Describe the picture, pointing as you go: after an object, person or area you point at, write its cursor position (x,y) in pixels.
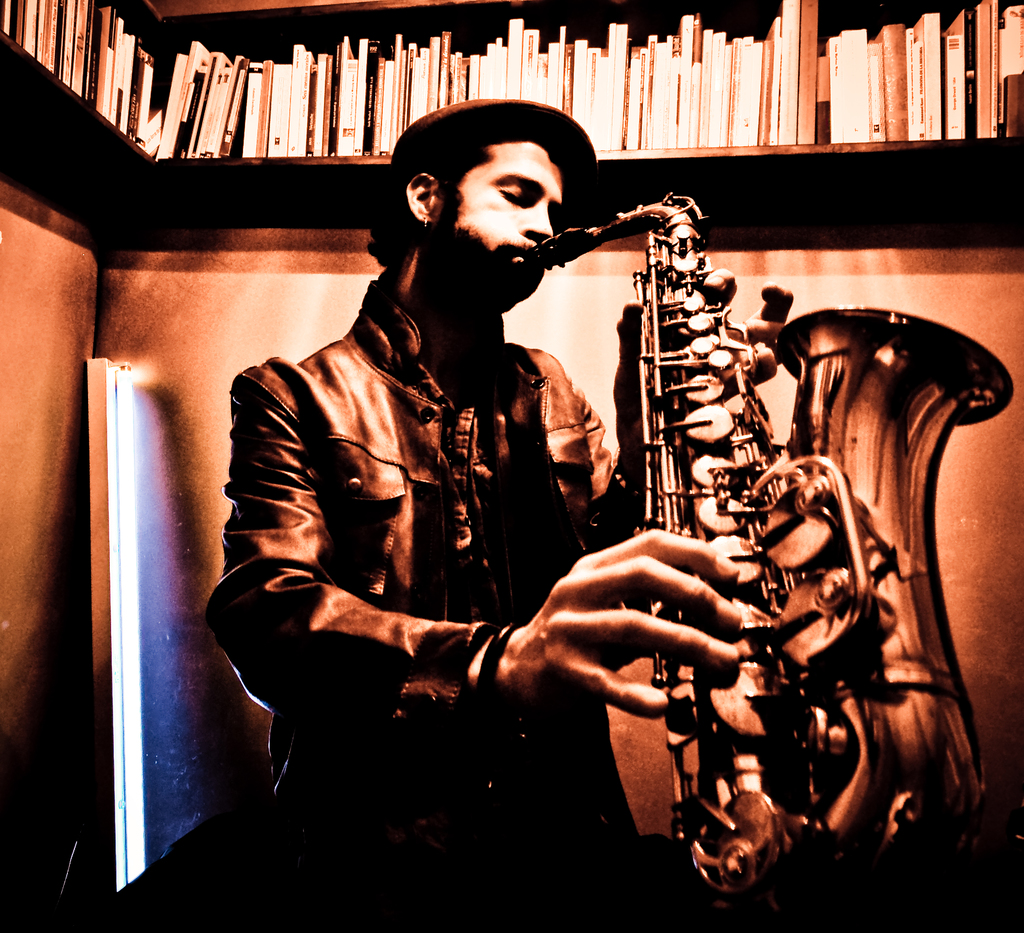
In this picture, we can see a person (508,297) playing musical instrument (996,371) and in the back ground (53,289) we can see an object (142,766), and the wall (53,289) with shelves (839,166) and some books (986,69) in it.
